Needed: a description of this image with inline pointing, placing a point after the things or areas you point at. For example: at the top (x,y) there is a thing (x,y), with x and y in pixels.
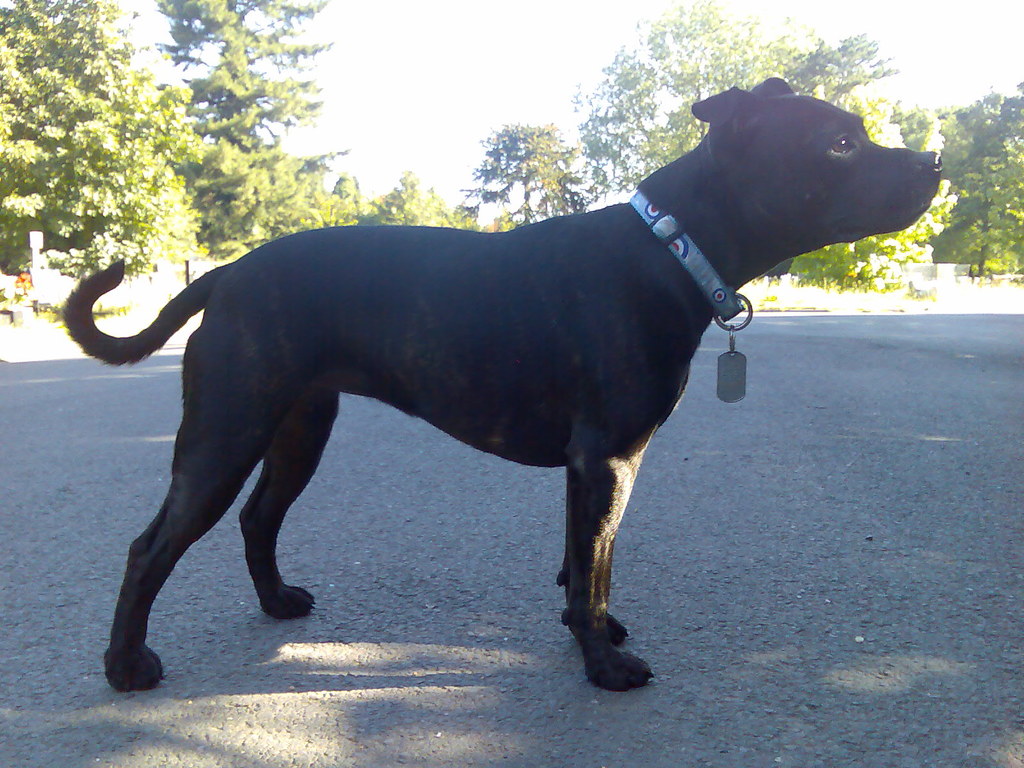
In this picture there is a black color dog (568,400) standing on the road (664,667). Behind there are some trees (191,245).
